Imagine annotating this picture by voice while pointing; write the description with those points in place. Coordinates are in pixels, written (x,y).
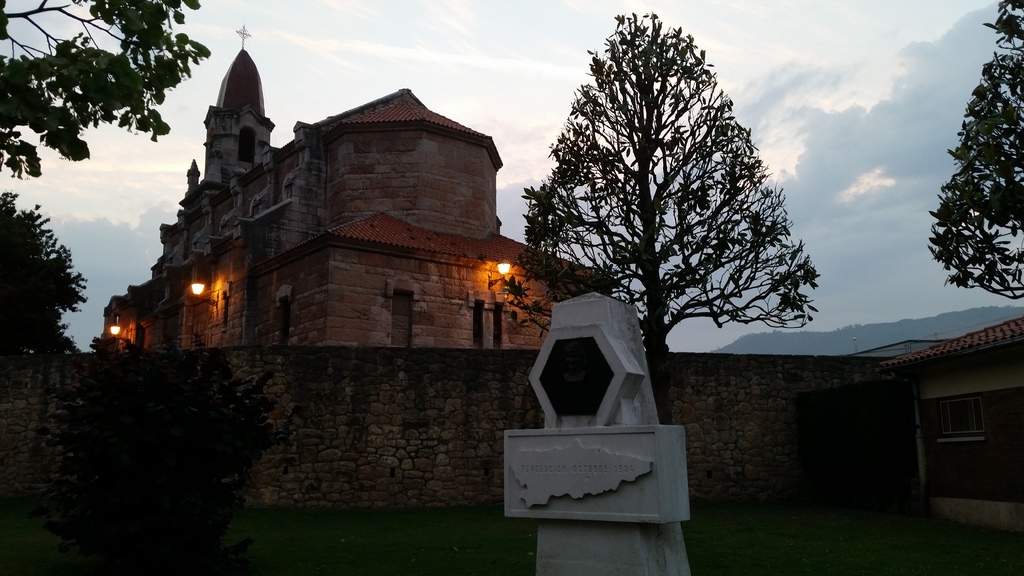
In the foreground of this image (590,486), there is a stone (577,500). Behind it, there are trees (28,107), building (443,236) and a wall (416,452). On the right (1001,521), there is a wall (956,447), window (951,425) and the roof (976,338). At the top (536,65), there is the sky (520,15).
